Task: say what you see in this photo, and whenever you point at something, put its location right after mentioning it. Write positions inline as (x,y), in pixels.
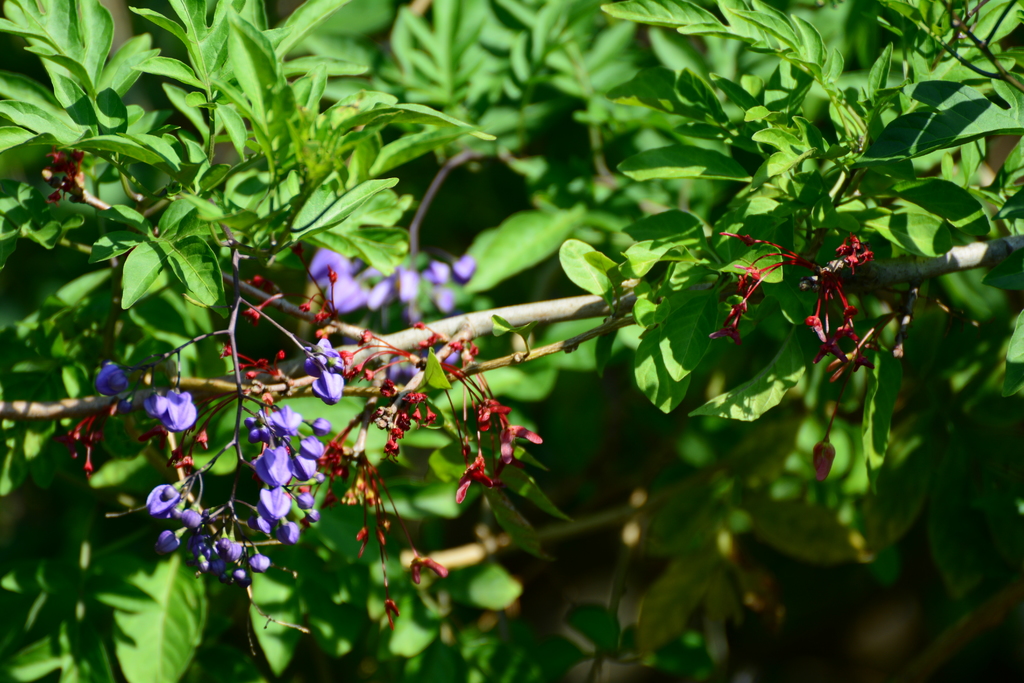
In the image in the center (508,383), we can see plants (812,158) and flowers (338,369), which are in red and violet color.
